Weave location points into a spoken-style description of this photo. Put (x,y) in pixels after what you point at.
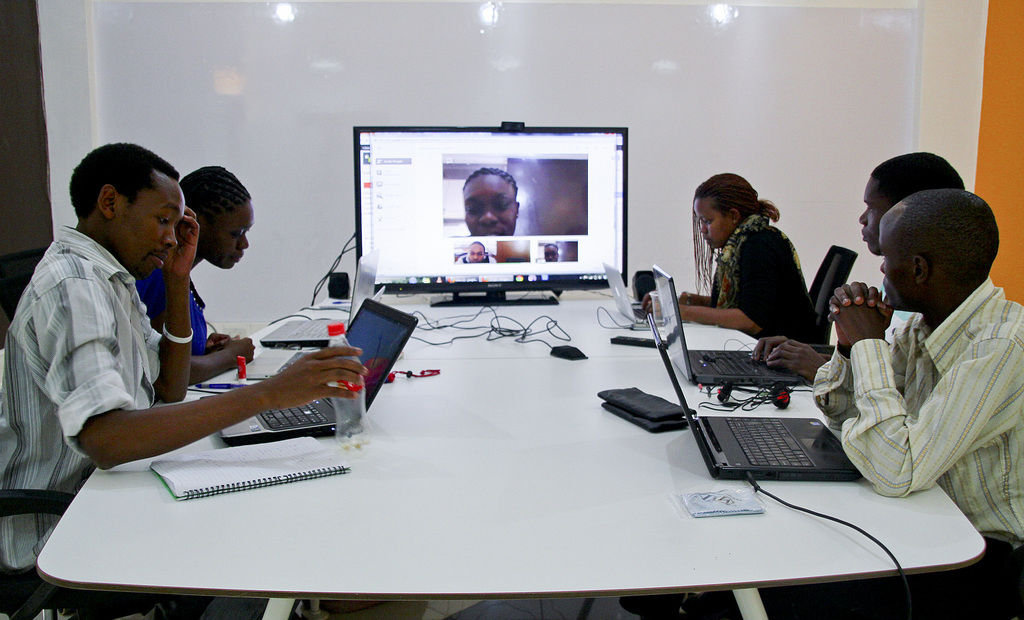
In this image we can see a group of people (169,294) wearing dress (778,268) are sitting in front of a table (186,396). One person (113,374) is holding a bottle (353,408) in his hand (362,365). One woman (756,280) is operating the laptop (627,304). On the table (587,341) we can see a group of laptops (645,320), headphones (734,407) and group of cables (531,332) and in the background (394,208), we can see a television (486,211) and a wall (374,61).
